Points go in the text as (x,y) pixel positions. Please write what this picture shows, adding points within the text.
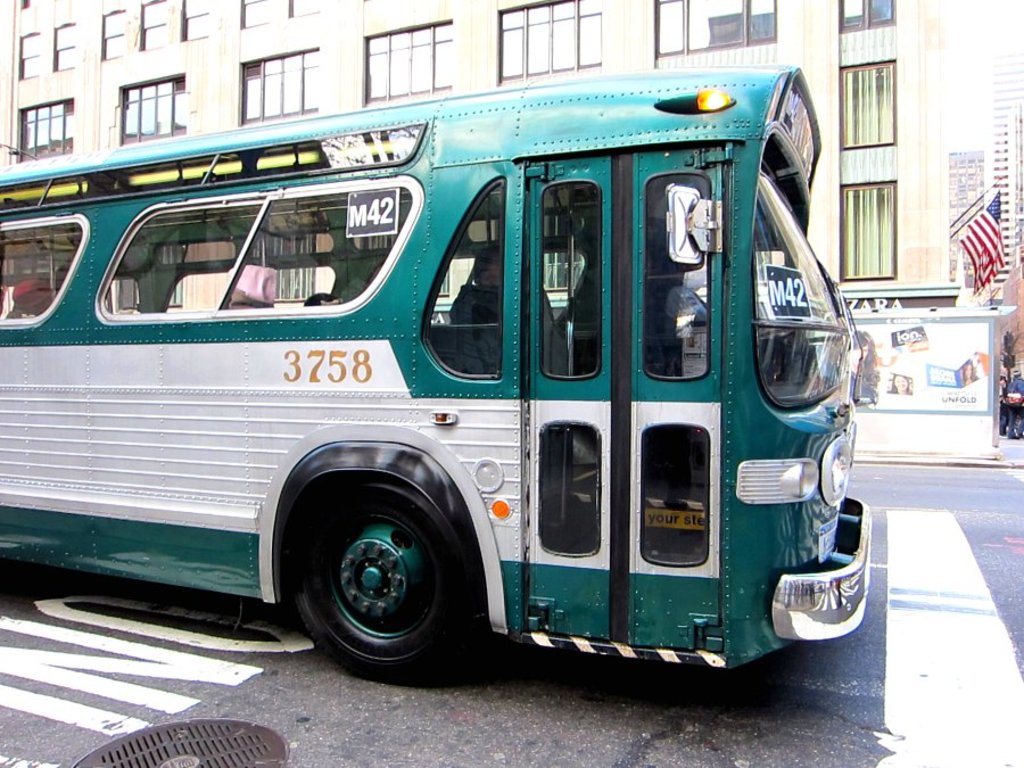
In this image, we can see a bus (416,459) in front of the building (392,44). There is a flag (979,241) on the right side of the image (986,254). There is a manhole (267,739) in the bottom left of the image (254,747).
